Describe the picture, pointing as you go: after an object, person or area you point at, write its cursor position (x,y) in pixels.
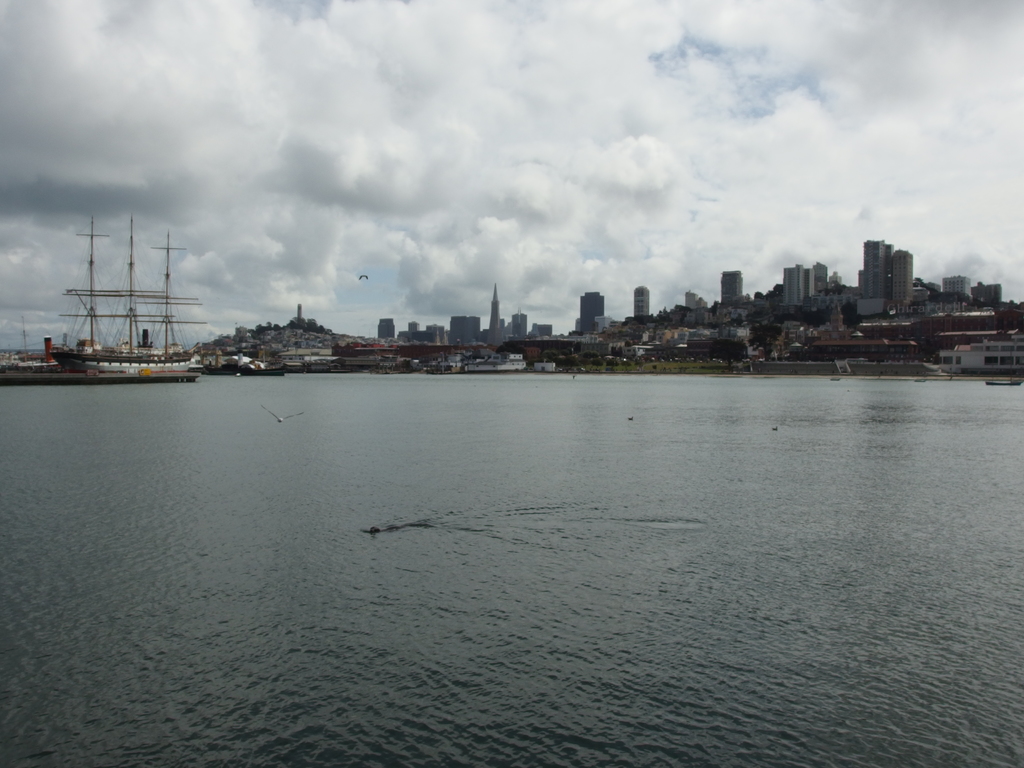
In this picture I can see a ships (111,364) on the water surface (545,439) and also we can see some buildings (594,330), cloudy sky (457,189).
